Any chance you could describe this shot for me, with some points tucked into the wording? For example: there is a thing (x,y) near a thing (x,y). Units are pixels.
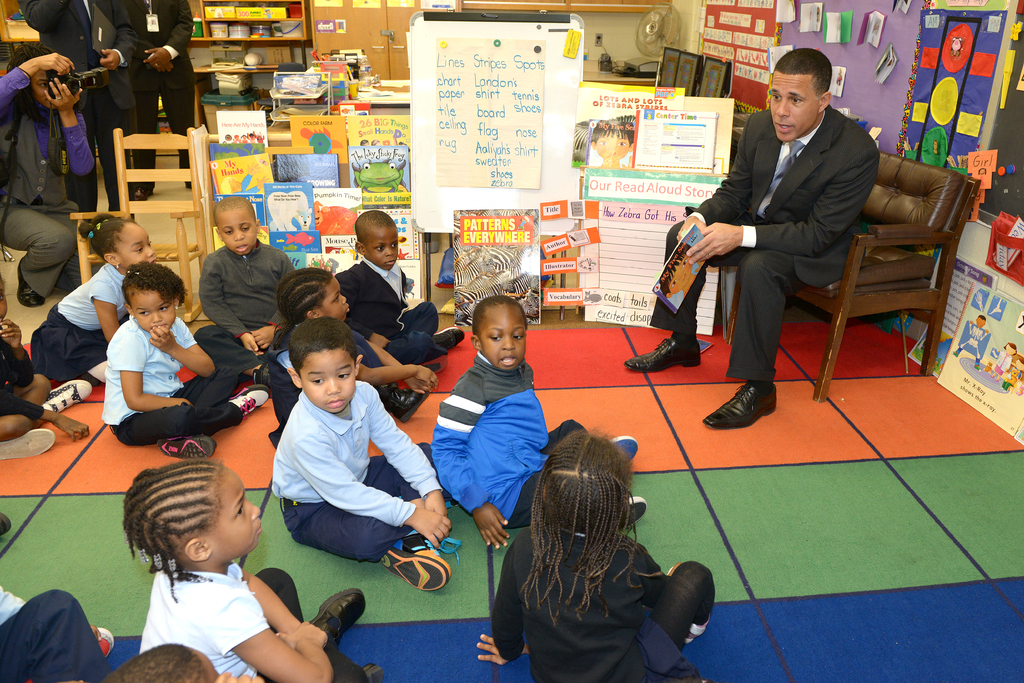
In this image I can see the group of children (220,407) sitting on the floor (96,463). There is a person (776,210) sitting on the chair (854,258) and holding the book (696,236). To the right of that person (752,165) there are many boards (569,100) and papers (819,23) attached to the wall (856,43). I can see the person (66,96) holding the camera (72,73) and there are many objects (221,35) in the cupboard (206,28).
